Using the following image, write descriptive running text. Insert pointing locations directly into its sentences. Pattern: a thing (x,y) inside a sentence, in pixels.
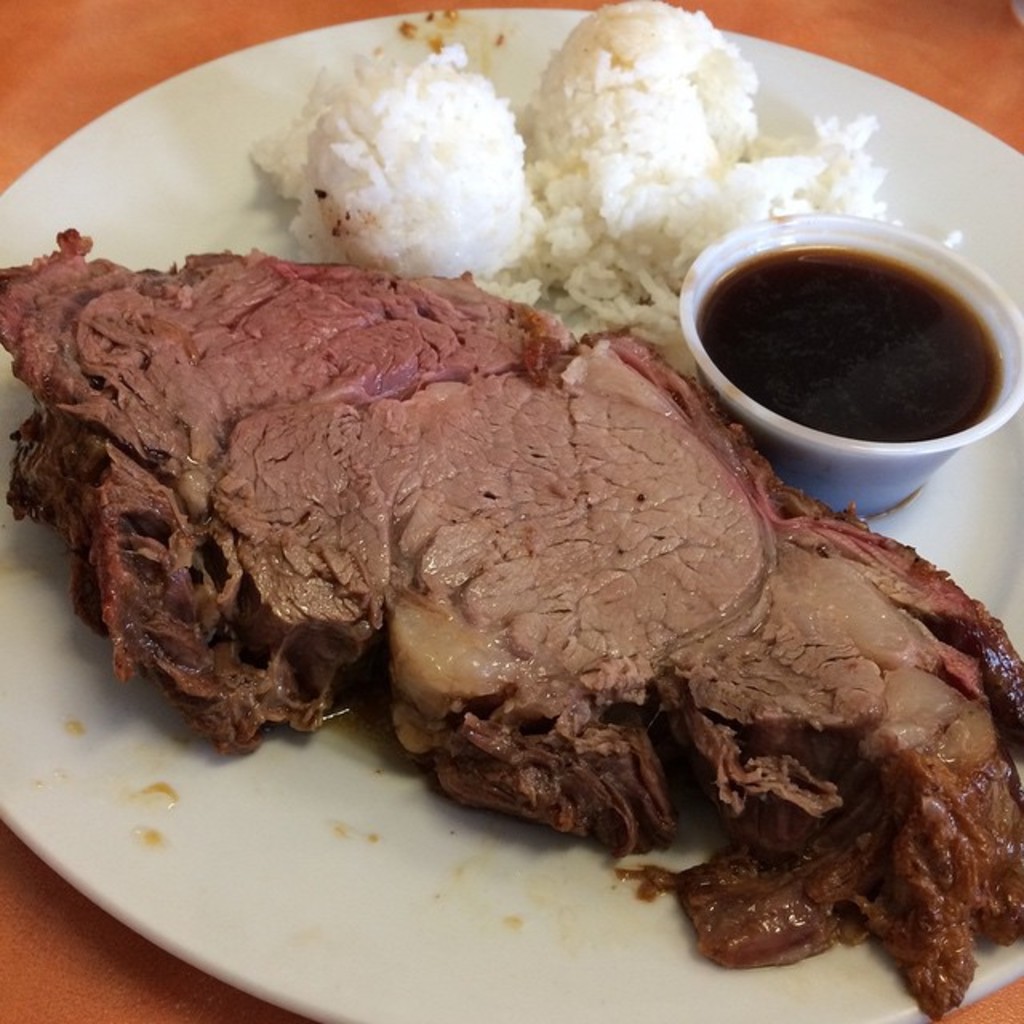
In this image I can see a food (491,168) which is in white, brown color. I can see a bowl (874,472) and something is in it. The plate (94,125) is on orange color surface (120,65).
